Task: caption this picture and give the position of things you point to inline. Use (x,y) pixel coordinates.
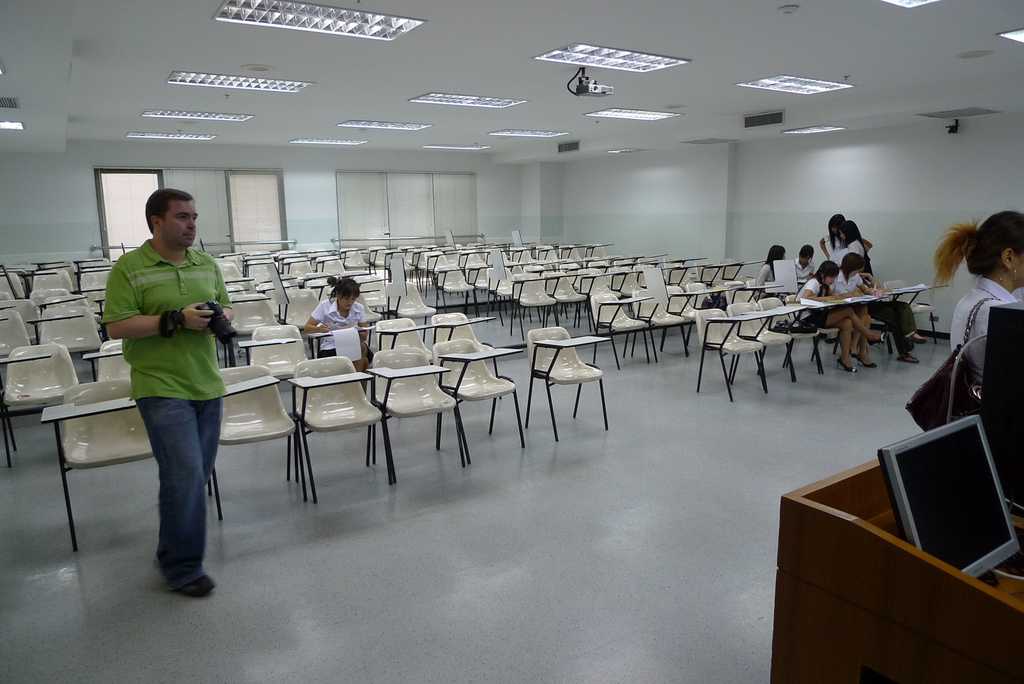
A person (167,326) wearing a green t shirt (145,292) is holding a camera (217,325). There are many chairs (263,315). Some people (353,292) are sitting on the chairs (760,291). There is a cupboard (857,558) on the right corner (890,588). On the cupboard (923,612) there is a computer (949,480). A lady (989,281) is standing wearing a handbag (950,379). On the ceiling (703,60) there is a projector (598,87) and lights (343,124). In the background (237,196) there are windows (379,209) and a wall (586,206).
